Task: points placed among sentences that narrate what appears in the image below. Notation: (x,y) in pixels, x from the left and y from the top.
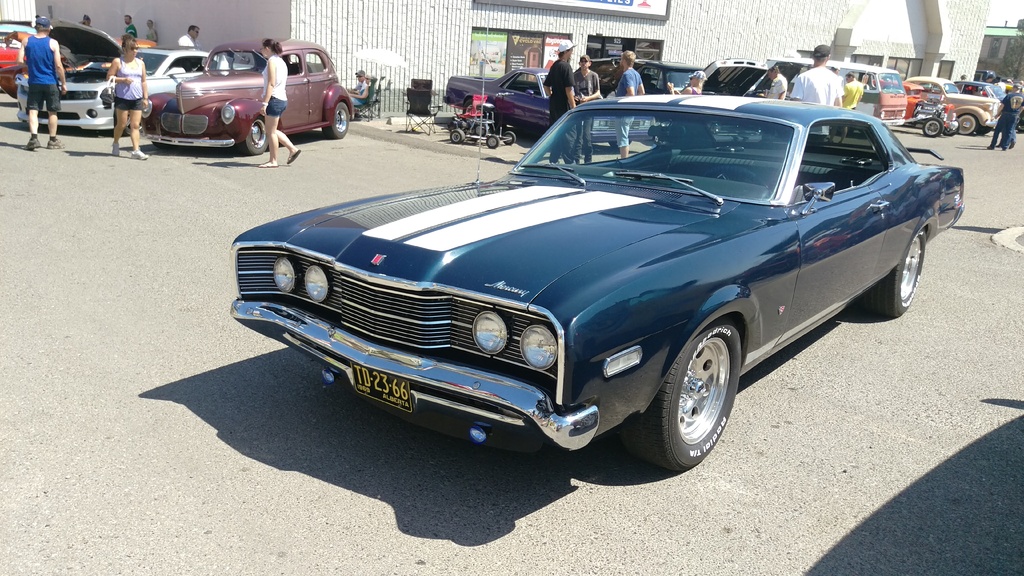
In this image there are cars (535,214) on a road (224,250) and people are walking on the road (108,195), in the background (593,5) there is a shop (752,40).
